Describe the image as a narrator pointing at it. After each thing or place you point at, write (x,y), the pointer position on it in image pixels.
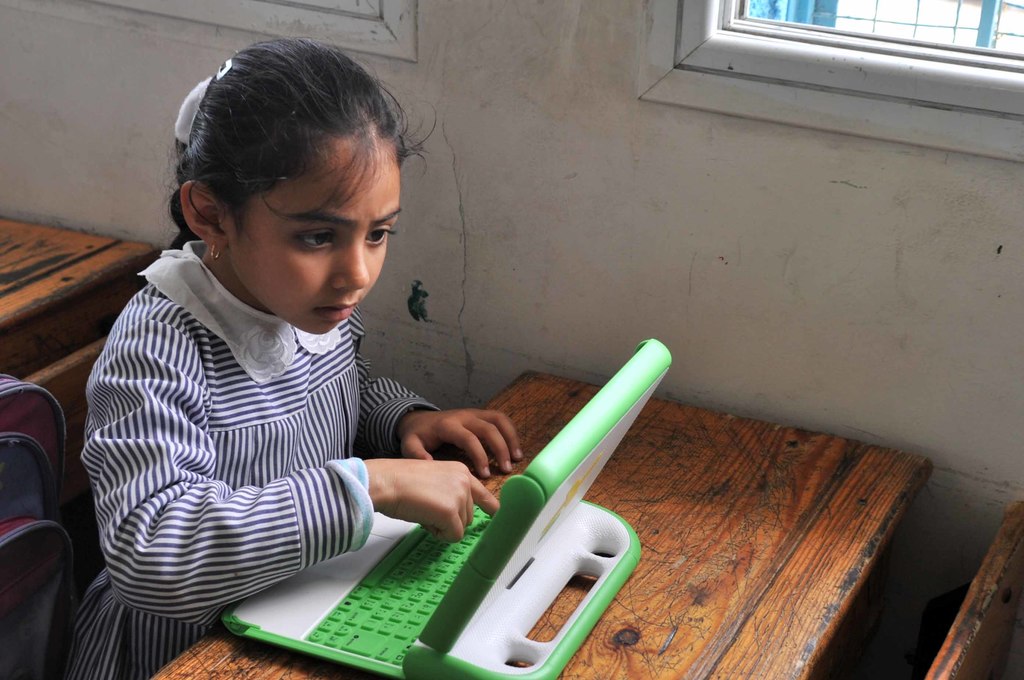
In this picture there is a girl (248,426) sitting on the bench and is typing on a laptop (446,599). There is a table (765,599) and a bag (47,500).
